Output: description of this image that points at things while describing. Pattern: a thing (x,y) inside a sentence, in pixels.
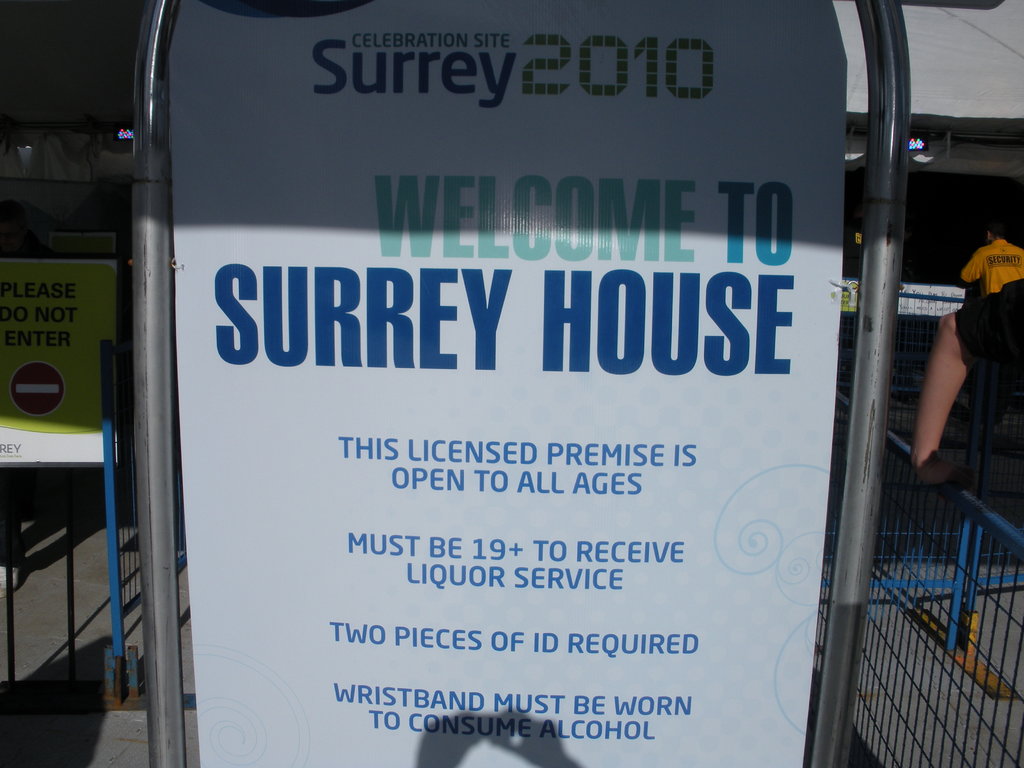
In this image, we can see boards (227,333) contains some text (329,308). There are two persons (984,319) on the right side of the image (952,319). There are grills (993,401) in the bottom right of the image (963,629).
